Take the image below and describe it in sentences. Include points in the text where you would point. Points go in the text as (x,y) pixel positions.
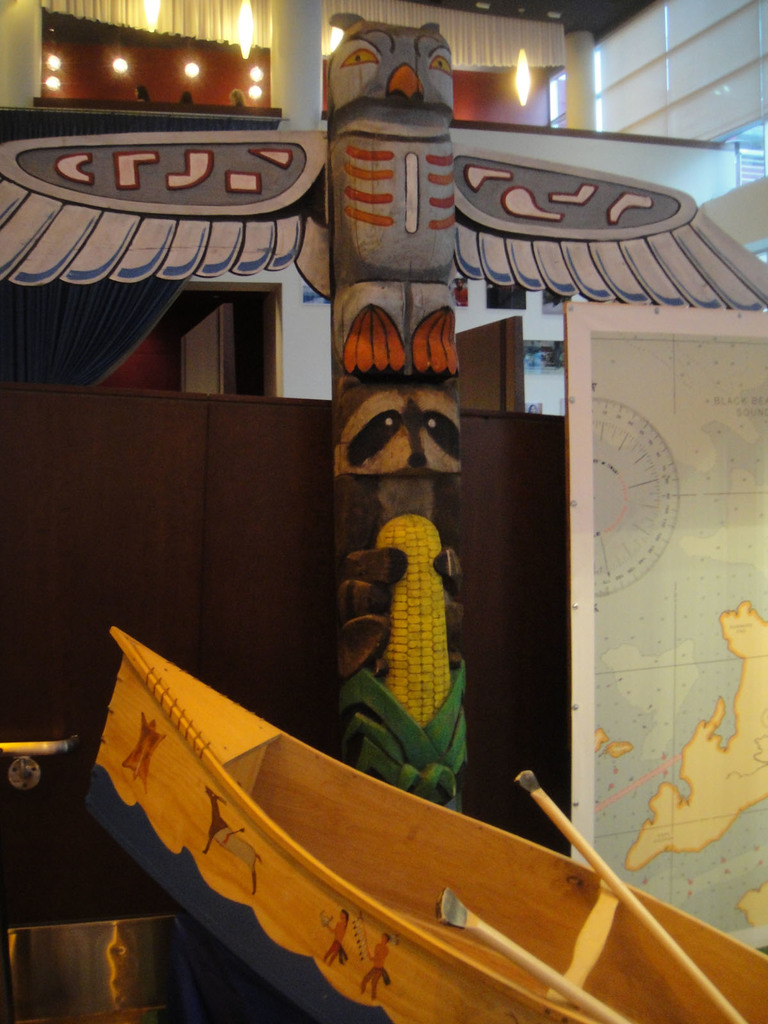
This picture seems to be clicked inside. In the foreground (205,762) we can see a boat (174,835) and the paddles (542,971). In the center (423,671) there is a sculpture (400,198) of an owl (426,194) and a sculpture (421,488) of some animal (383,400). In the background (663,393) we can see a board (659,378) on which we can see the picture (705,686) of a map (679,594) and we can see the lights (332,39), pillar (300,109) and many other objects (143,480).
